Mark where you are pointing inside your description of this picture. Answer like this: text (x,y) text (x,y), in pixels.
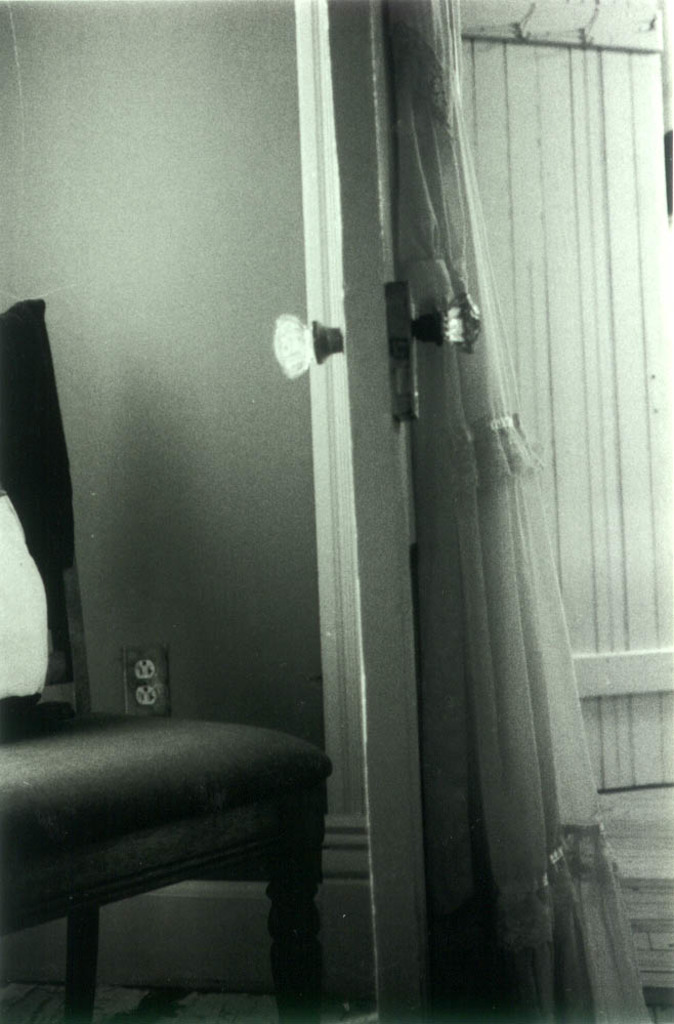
In this picture we can see a chair (289,895), door (382,937) and in the background (323,930) we can see a wall (337,937), curtain (552,924).
